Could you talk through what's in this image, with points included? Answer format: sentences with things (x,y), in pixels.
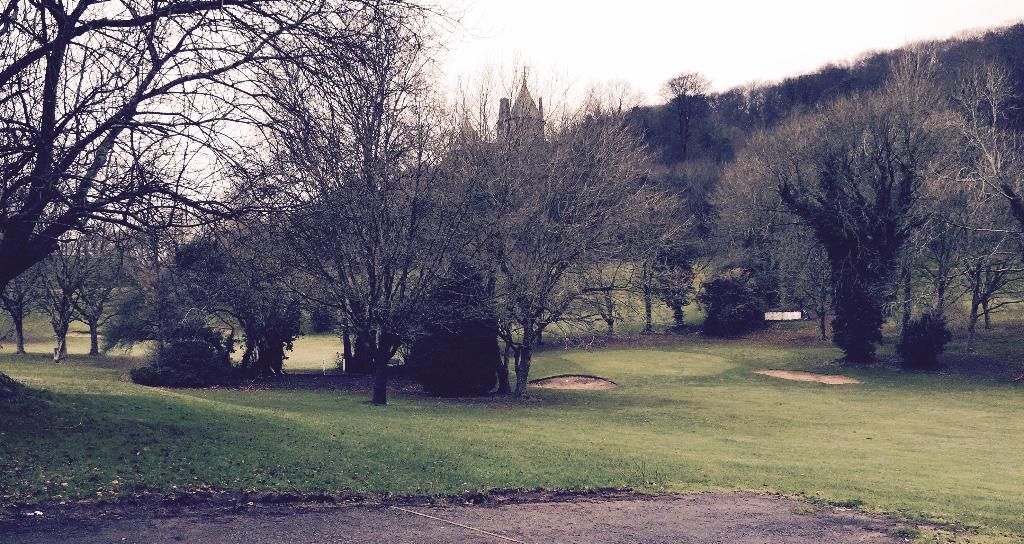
In the picture we can see the grass surface (556,448) with trees (561,160) on it which are dried and behind it, we can see a building (523,88) with a pointed roof (523,106) on top of it and behind it we can see a sky (521,63).
